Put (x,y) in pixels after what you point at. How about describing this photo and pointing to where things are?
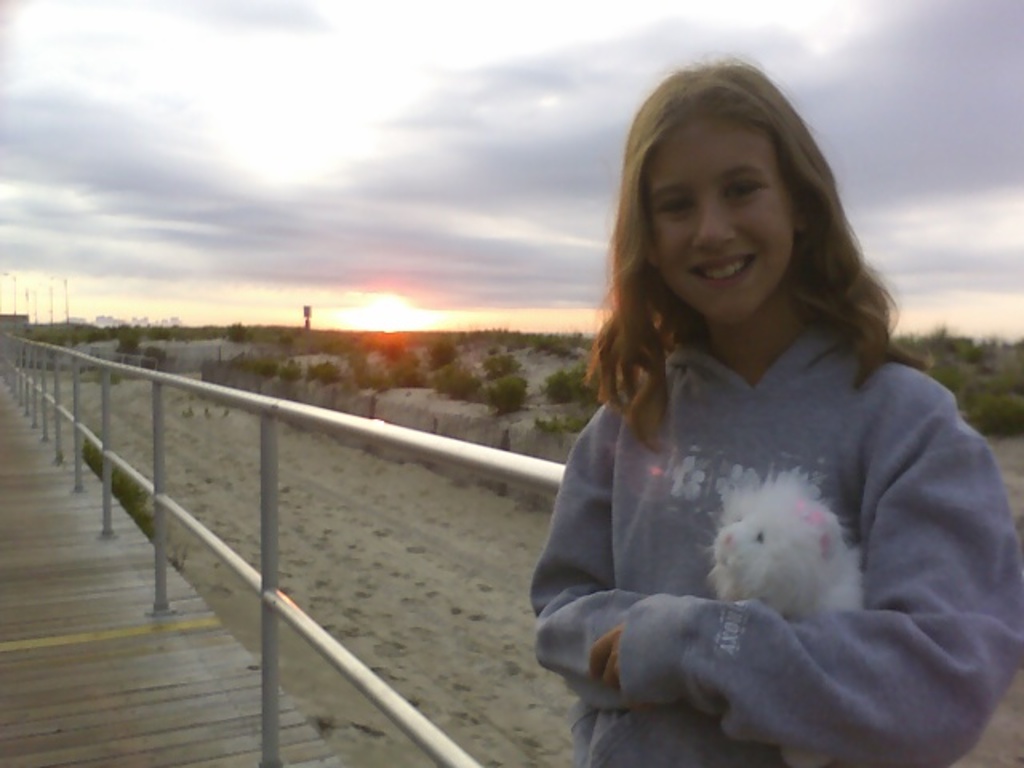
In this image there is a girl (710,546) standing with a smile on her face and she is holding an object (758,559), behind her there is a railing (172,376). In the background (384,355) there are trees (376,351) and a sky (246,235).
